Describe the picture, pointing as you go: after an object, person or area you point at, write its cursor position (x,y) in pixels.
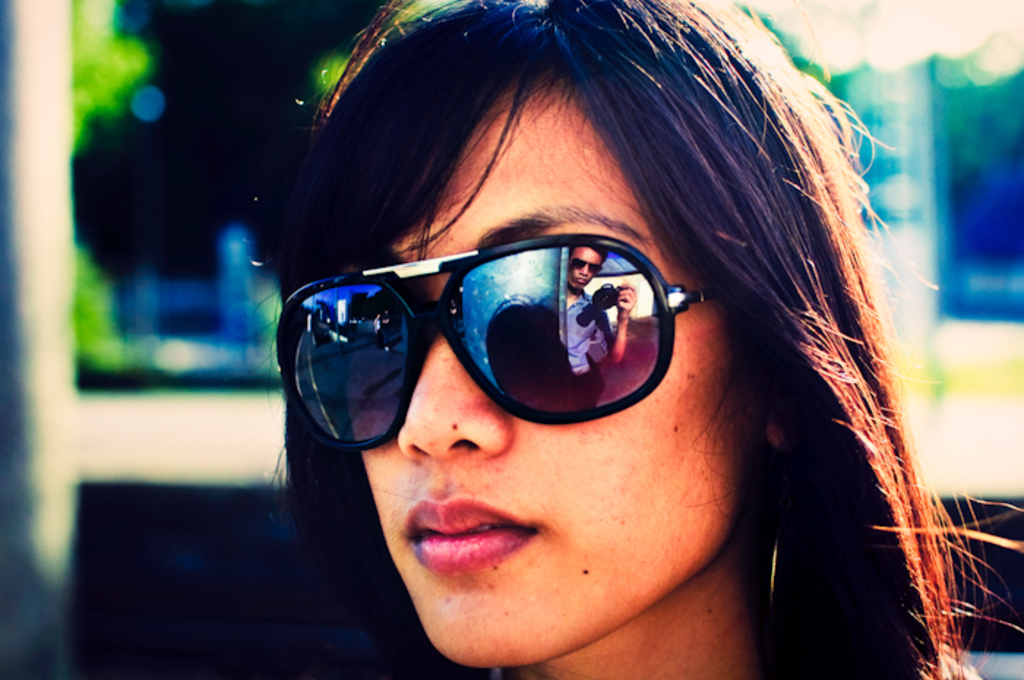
There is a woman (706,225) wearing sunglasses (341,363) on which, there is a mirror image (600,267) of a person (590,257). And the background (967,388) is blurred.
